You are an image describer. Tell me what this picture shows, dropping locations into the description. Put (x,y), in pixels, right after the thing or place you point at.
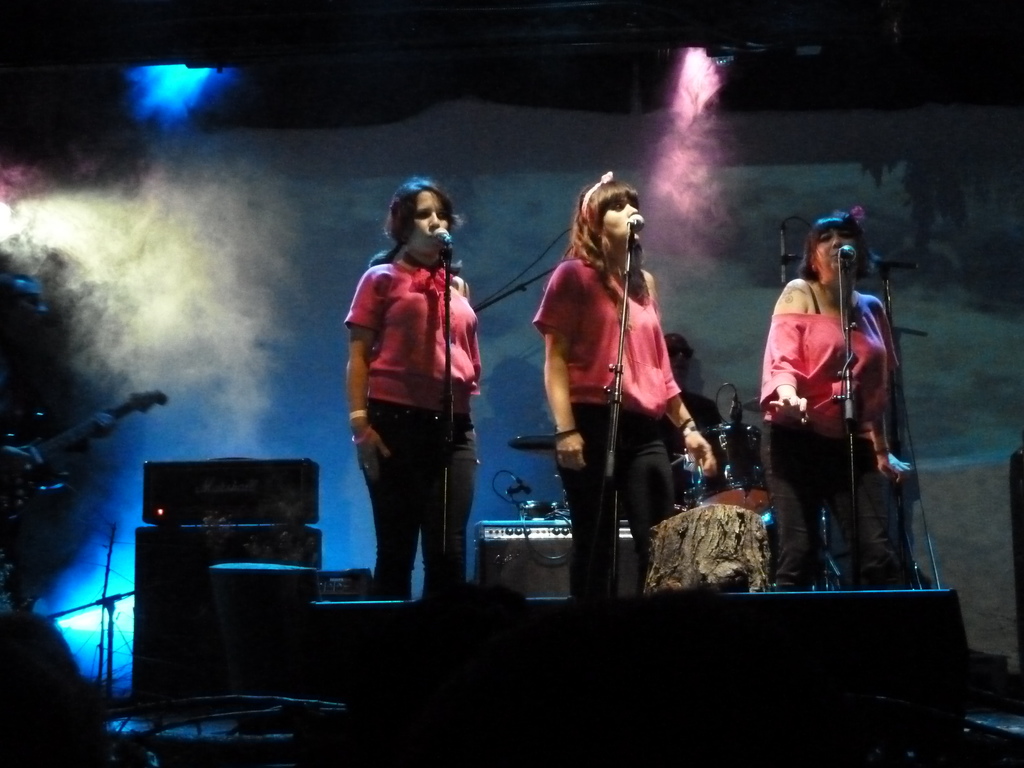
In this image these women (633,507) are standing on the stage (550,620). Before them there are few mike stands (845,387). Before it there is an object (580,689) on the stage (461,705). Left side (25,295) there is a person (34,419) holding a guitar (37,470). Beside him there are few objects (196,520) on the stage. Behind the women (575,456) there is a musical instrument (719,449). Behind there is a person (713,412).
